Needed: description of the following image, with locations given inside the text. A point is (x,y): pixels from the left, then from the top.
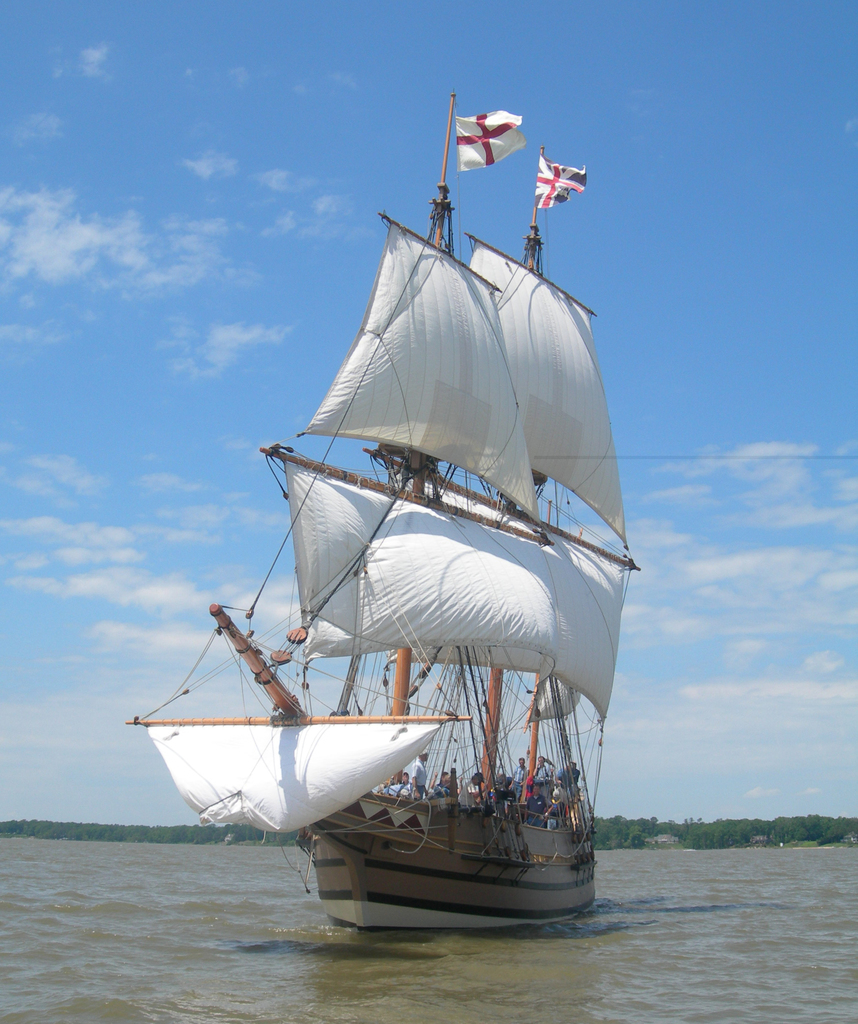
In this image, we can see few people (415,782) are sailing a boat (482,730) on the water (512,948). Here we can see poles (287,707), ropes (350,407) and flags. Background (624,732) we can see trees (835,826) and sky (5,530).
